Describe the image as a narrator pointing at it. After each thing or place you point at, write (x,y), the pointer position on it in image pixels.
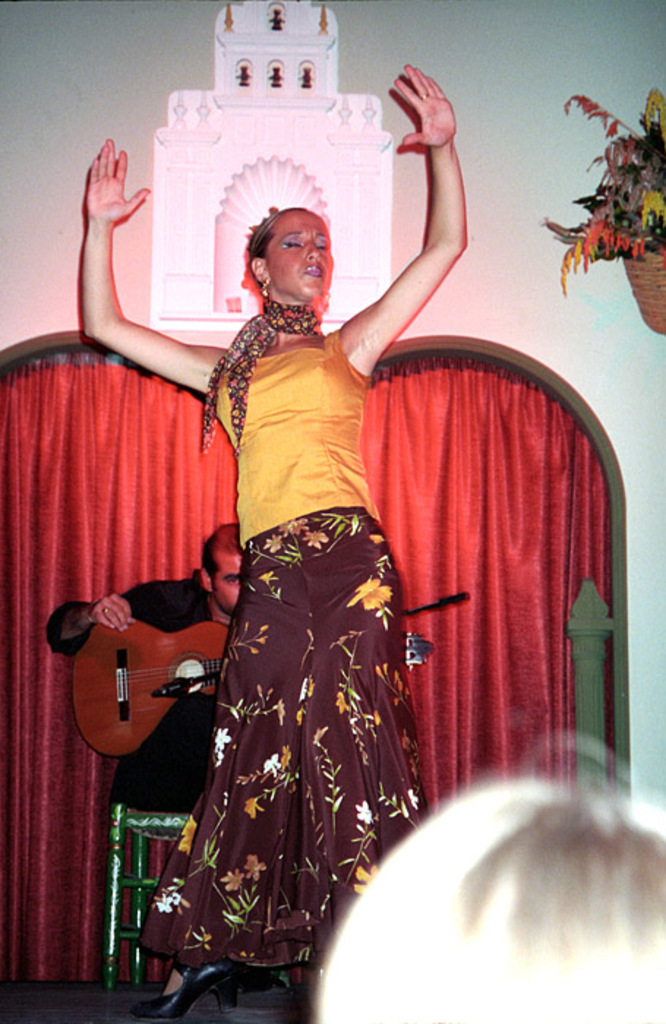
In this image the woman (301,655) is standing. At the back side (207,635) the person (208,596) is holding a guitar (184,662).
